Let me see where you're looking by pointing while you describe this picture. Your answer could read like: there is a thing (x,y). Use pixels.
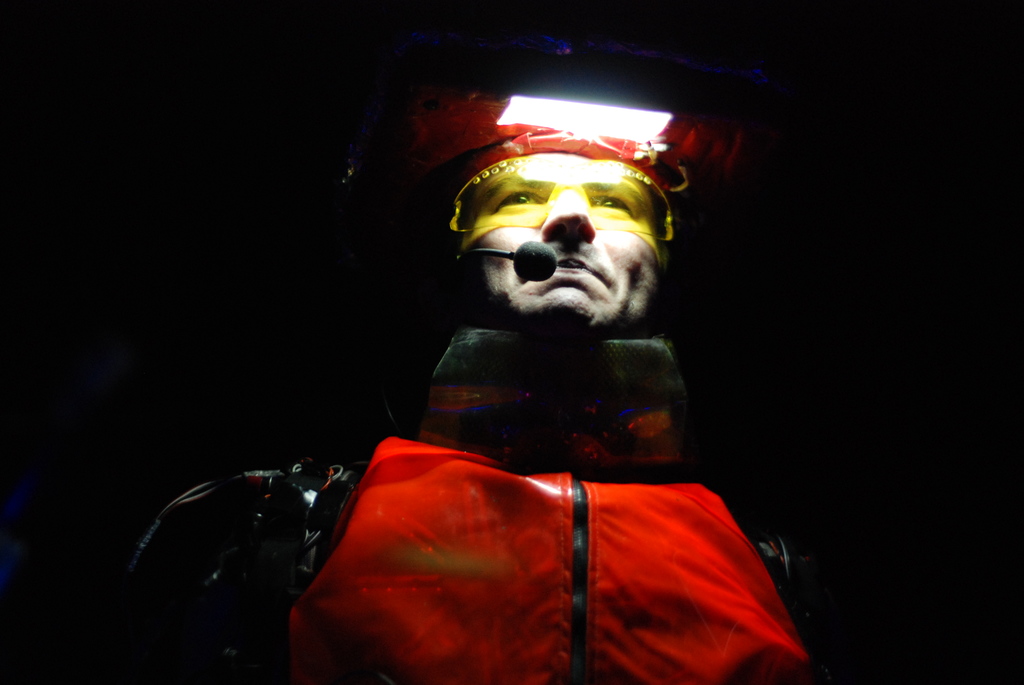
In the image there is a man (390,499) dressed up in a variety costume (366,673) and he is wearing yellow goggles (606,189) and there is a mic (528,244) in front of his mouth (582,262) and a light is attached to his head (564,203) and the background of the man (445,448) is black.
